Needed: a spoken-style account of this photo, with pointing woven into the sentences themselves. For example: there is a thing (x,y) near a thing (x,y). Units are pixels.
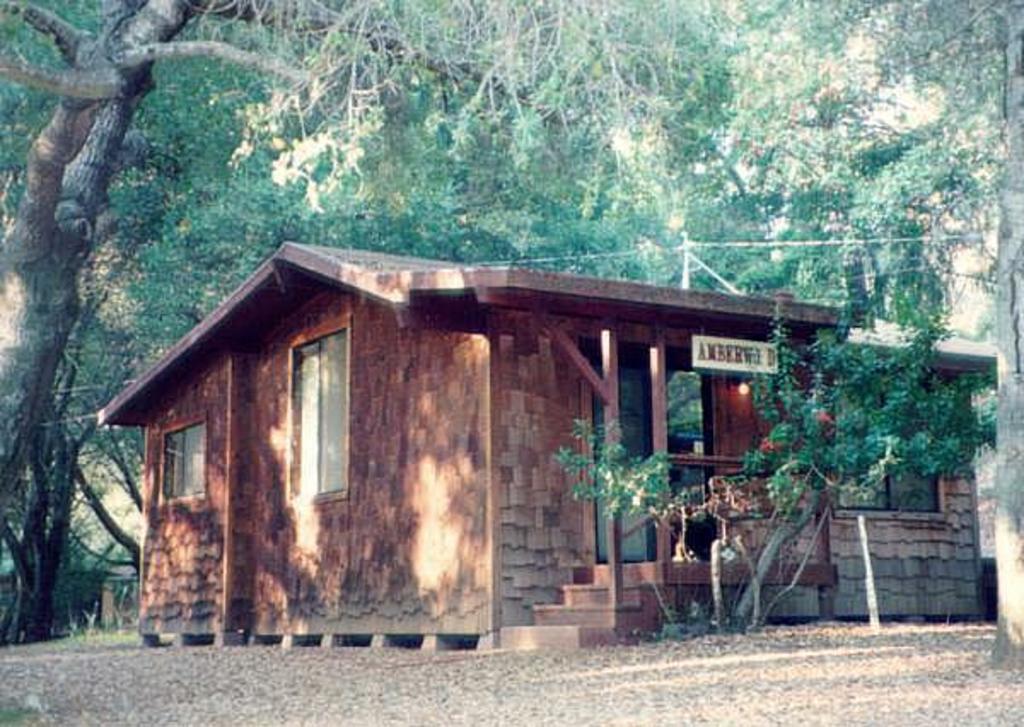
In the image we can see a plant (960,447). Behind the plant (929,317) there is a house (608,282). Behind the house (422,319) there are some trees (958,31).
